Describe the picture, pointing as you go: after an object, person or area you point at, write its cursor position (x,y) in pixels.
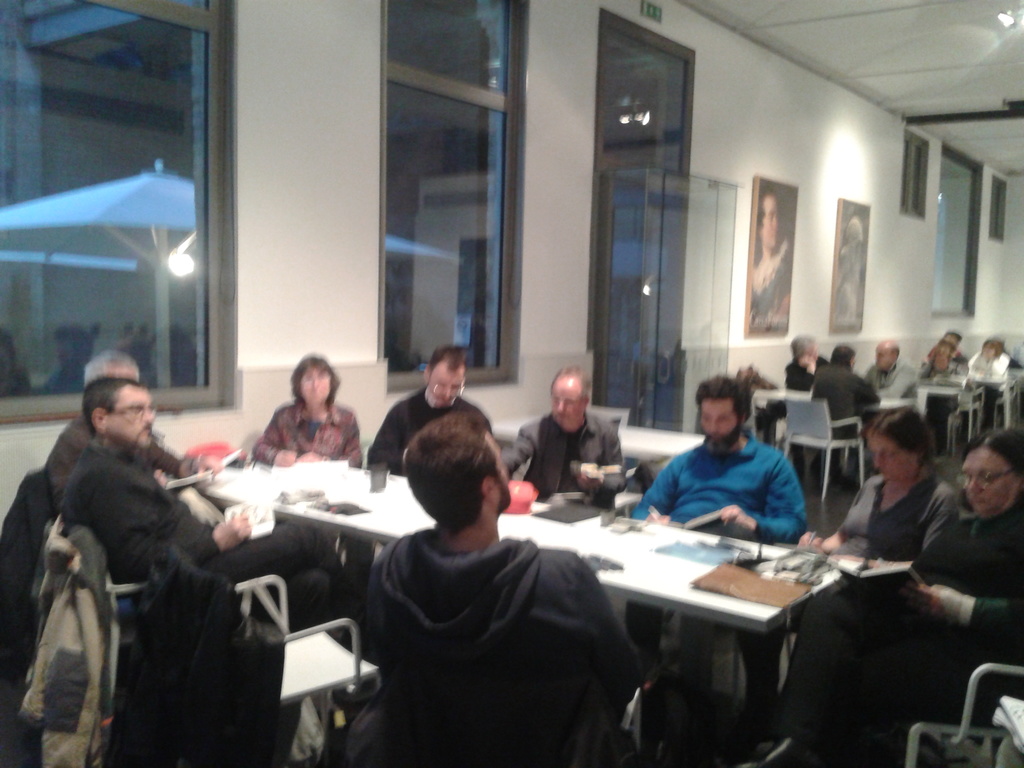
This image is taken from inside. In this image we can see there are groups of people (592,499) sitting on chairs (275,578). In front of them there is a table (643,543), on the table (747,605) there are some objects (605,518). In the background (801,307) there is a wall (586,295).
